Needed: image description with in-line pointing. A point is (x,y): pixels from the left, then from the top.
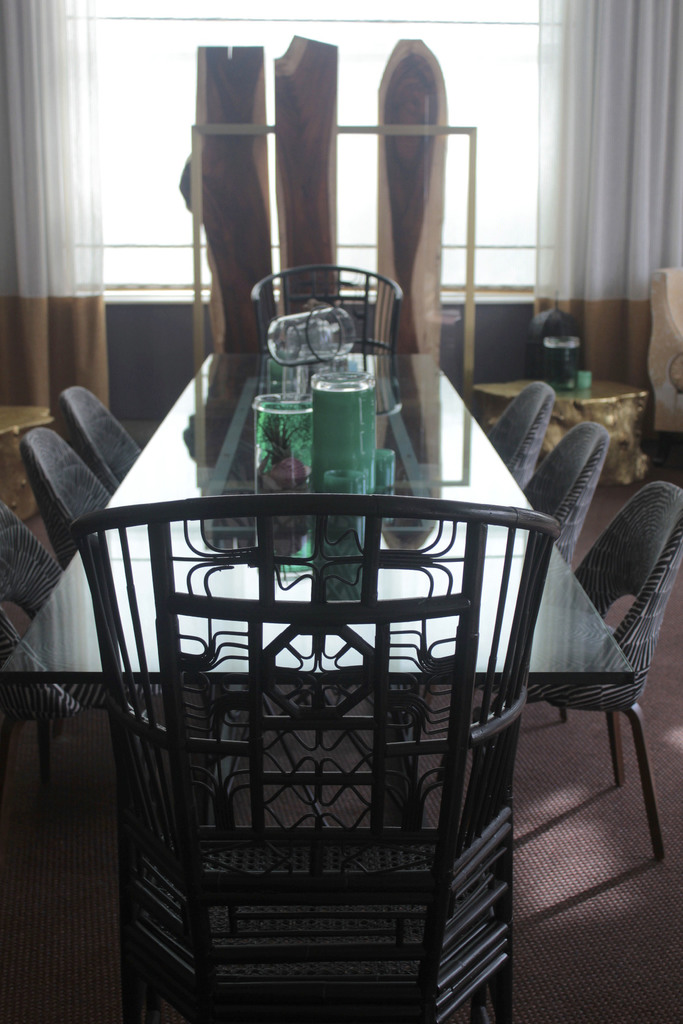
In the center of the image (278,681) there is a table (223,547) and chairs (649,638). We can see glasses (370,457) placed on the table (346,586). In the background (67,257) there is a window (526,175) and curtains (560,221). On the right (590,413) we can see a stand (560,391) and there are things (561,363) placed on the stand (561,393).
